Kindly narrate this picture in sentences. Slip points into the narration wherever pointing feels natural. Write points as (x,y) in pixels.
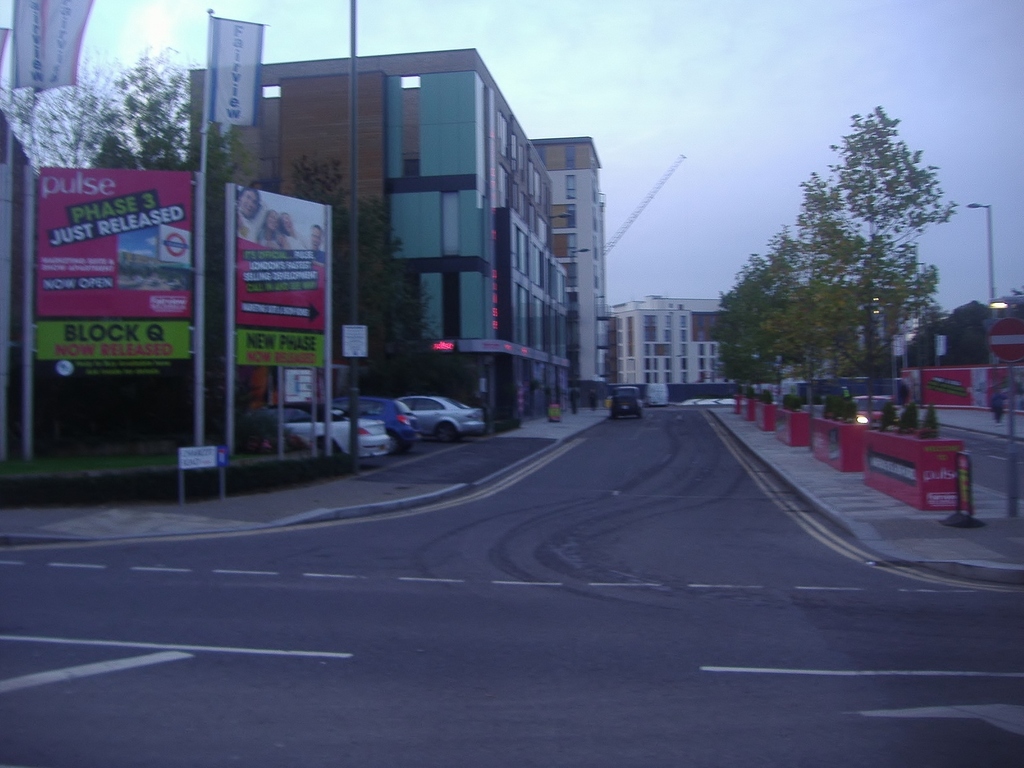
This picture is clicked outside. In the foreground (266,282) we can see the banners (262,194) on which we can see the text (118,362) and we can see the poles (24,389), grass (95,458), trees (729,298), plants (889,411) and some vehicles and we can see the buildings (714,351). In the background (834,58) we can see the sky (769,100), metal rods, street light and some other objects (786,431).
